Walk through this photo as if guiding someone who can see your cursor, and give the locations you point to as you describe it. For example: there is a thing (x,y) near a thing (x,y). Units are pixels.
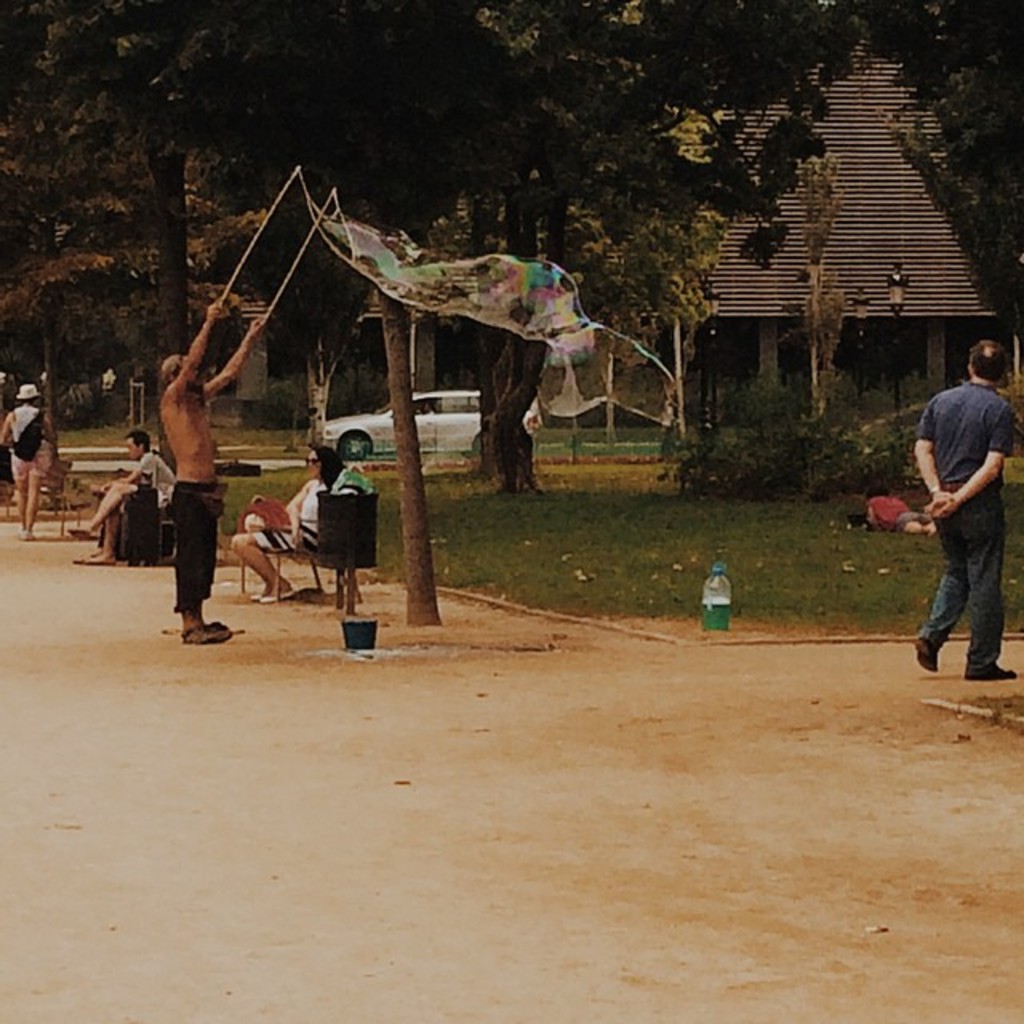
In this image we can see people (265,529), chairs (70,489), bottle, trees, grass (714,531) and other objects (591,392). In the background of the image (834,154) there is a building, vehicle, poles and other objects (829,485). At the bottom of the image (601,886) there is the ground (544,877).
